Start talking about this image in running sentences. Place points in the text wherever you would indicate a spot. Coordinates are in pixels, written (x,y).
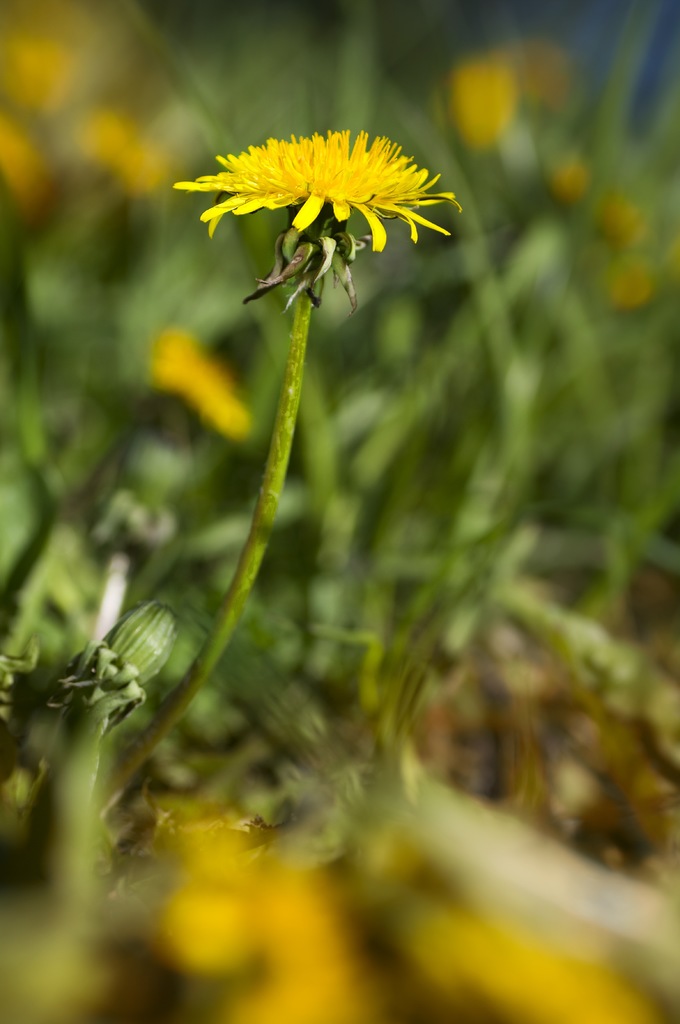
In this image we can see many plants (309,438). There are many flowers (163,355) to the plants (350,424).
